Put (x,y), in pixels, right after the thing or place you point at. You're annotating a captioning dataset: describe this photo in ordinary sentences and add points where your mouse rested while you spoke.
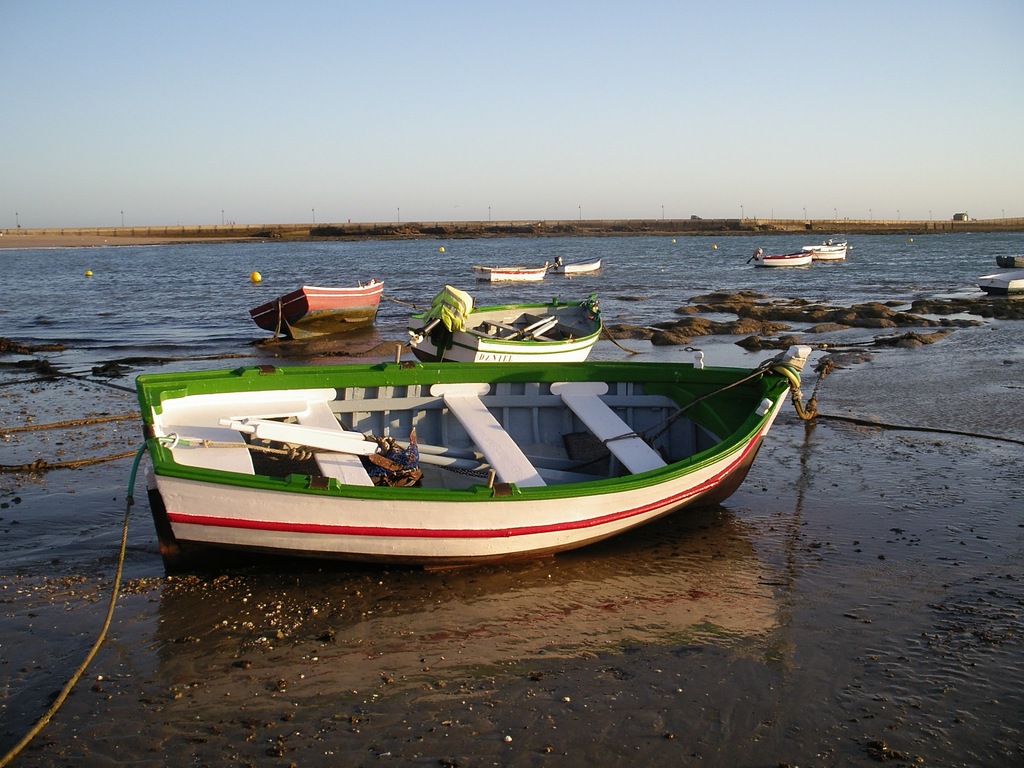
In this picture there is a boat (711,376) in the center of the image (376,378) and there are ropes (811,389) on the right (770,361) and left side of the image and there are other boats (348,313) in the image, on the water (616,247) and there are poles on the bridge (959,227) in the background area of the image (724,218).
